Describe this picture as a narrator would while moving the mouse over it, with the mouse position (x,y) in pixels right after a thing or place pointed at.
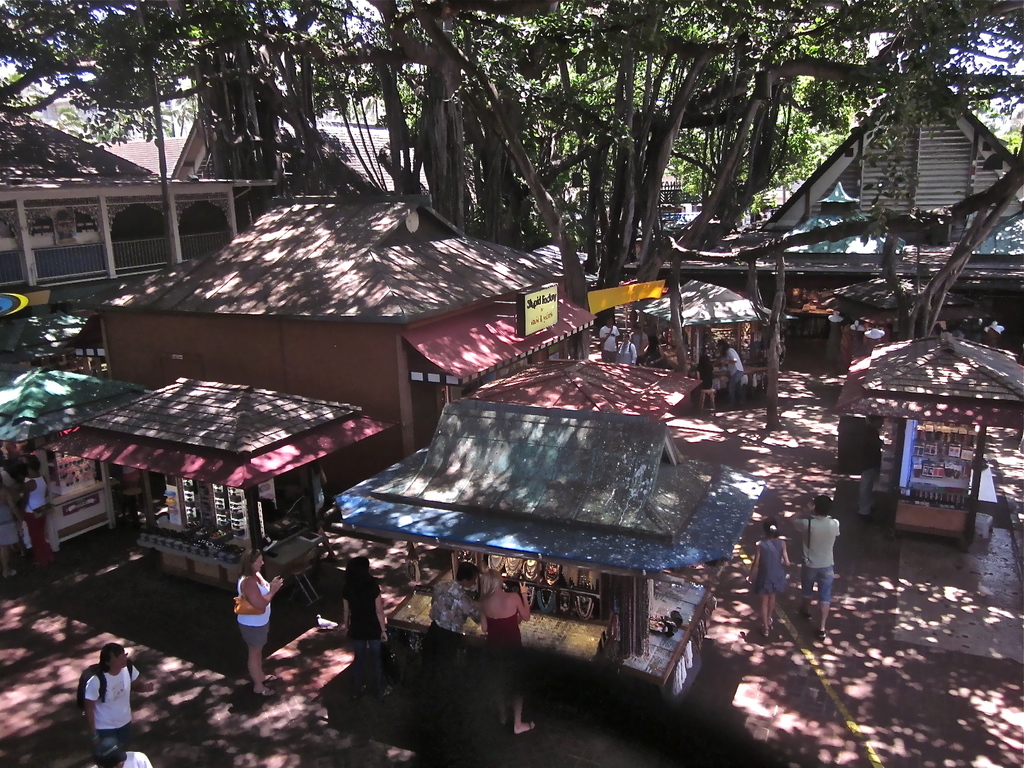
In this image there are shops (618,406) and there are people (816,569) and there is a tree (169,44).
